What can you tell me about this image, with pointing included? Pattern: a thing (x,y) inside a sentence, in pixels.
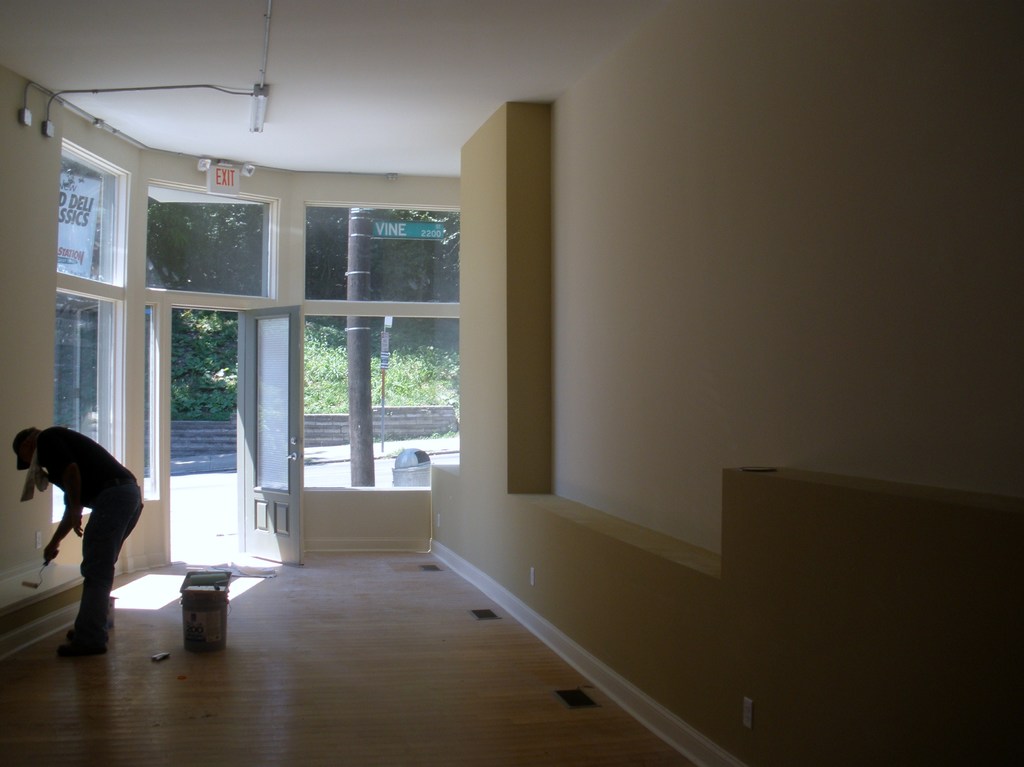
This is the picture of a room (560,101). On the left side of the image (210,604) there is a person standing and holding the object (29,587) and there is an object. At the back (331,229) there is a door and behind the windows (267,242) there is a board (395,227) on the pole (350,255) and there is text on the board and there are trees (324,292) and there is a dustbin (416,459). At the top (95,88) there is a light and there are pipes (60,104) and there is a board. At the bottom (300,654) there is a floor (296,607). On the right side of the image (800,540) there is an object (742,467) on the wall (932,593).
